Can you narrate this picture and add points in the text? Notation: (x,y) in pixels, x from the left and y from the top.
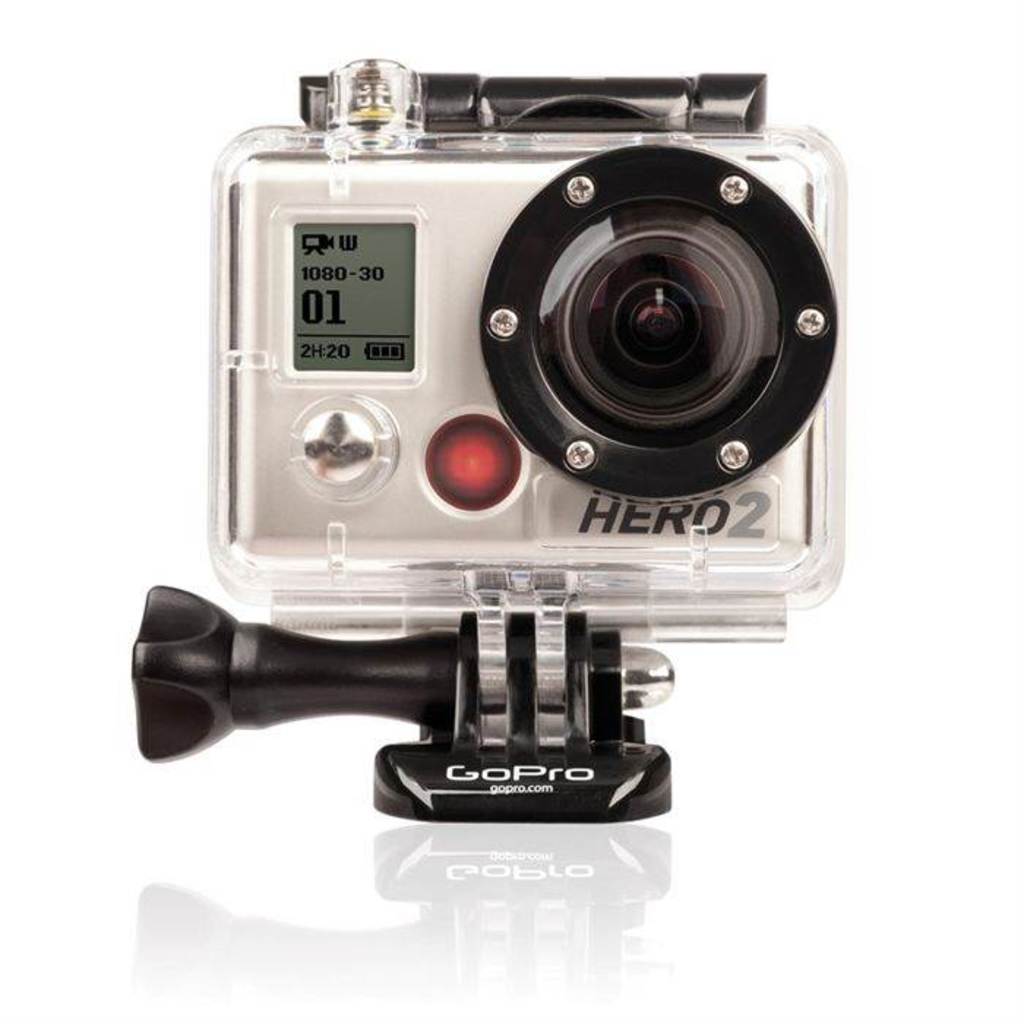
There is a camera (315,407) with screen (356,362) and a lens (578,280). Also something is written on that. And it is on a white surface (678,868). In the background (211,79) it is white.
